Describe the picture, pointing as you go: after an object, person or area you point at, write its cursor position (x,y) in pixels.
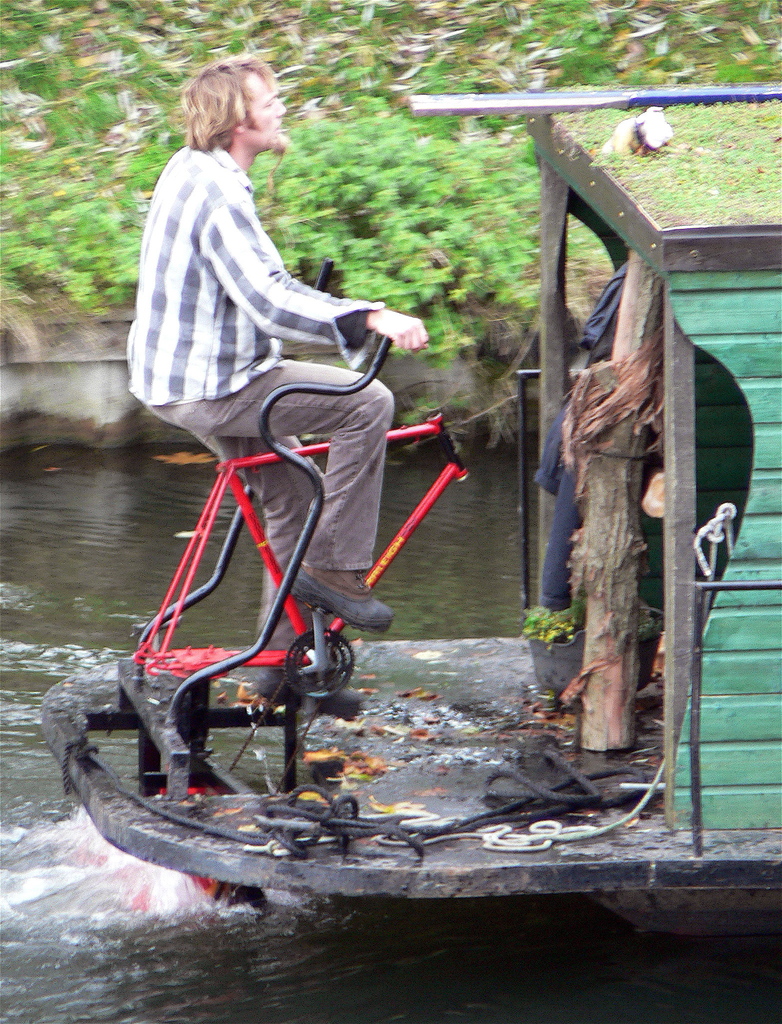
In this picture there is a boat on the right side of the image (543,428) and there is a man (283,626) who is riding it on the left side of the image (240,111), on the water (25,464) and there is greenery (297,240) at the top side of the image (352,233).
